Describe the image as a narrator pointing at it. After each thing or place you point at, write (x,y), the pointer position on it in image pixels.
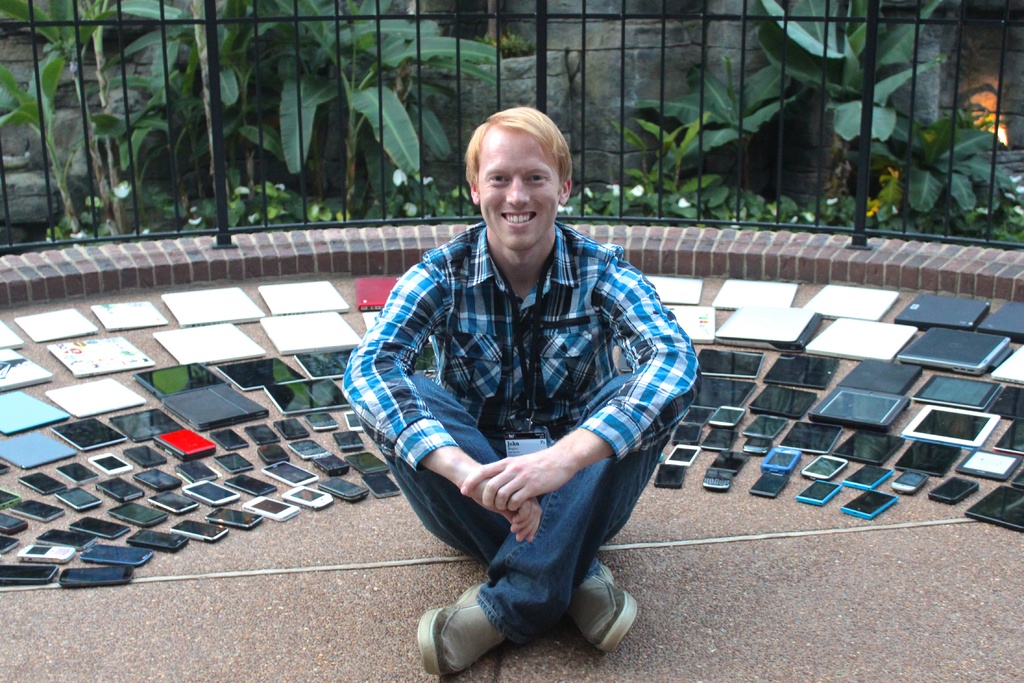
In this image there is a person (499,244), who is sitting on the floor (287,563), behind them there are tablets (65,427), laptops (64,359), mobiles (54,507) kept on floor (223,682), there is a railing (251,230), there are some plants (108,119), flowers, wall (937,51) visible behind the railing (460,197).
